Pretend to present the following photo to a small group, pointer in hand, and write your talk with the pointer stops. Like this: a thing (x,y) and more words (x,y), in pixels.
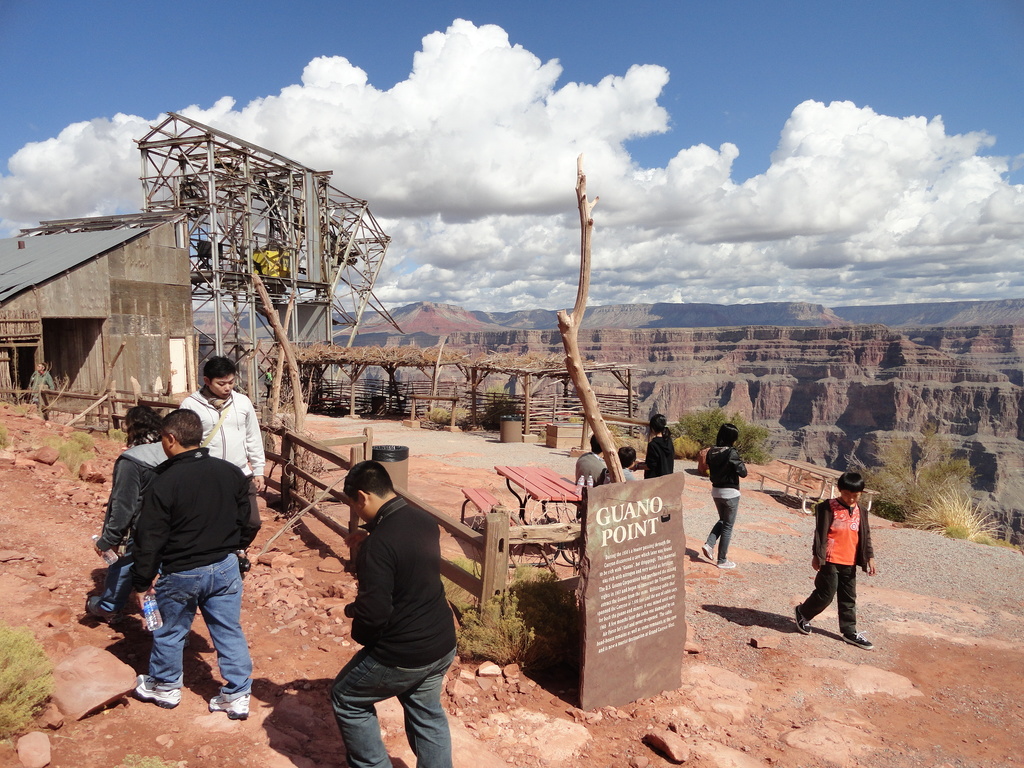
In this picture there are group of people (655,445) walking and there are two persons (591,473) sitting on the bench (487,506) and there is a text (635,522) on the stone (635,522). At the back (536,345) there is a building (130,333) and there are hills (723,378) and plants (948,458) and there are benches (787,464) and dustbins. On the left side of the image (325,452) there is a wooden railing (467,579). At the top (451,52) there is sky (379,52) and there are clouds (451,52). At the bottom (907,742) there is mud (834,764) and there are stones (303,591) and plants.
